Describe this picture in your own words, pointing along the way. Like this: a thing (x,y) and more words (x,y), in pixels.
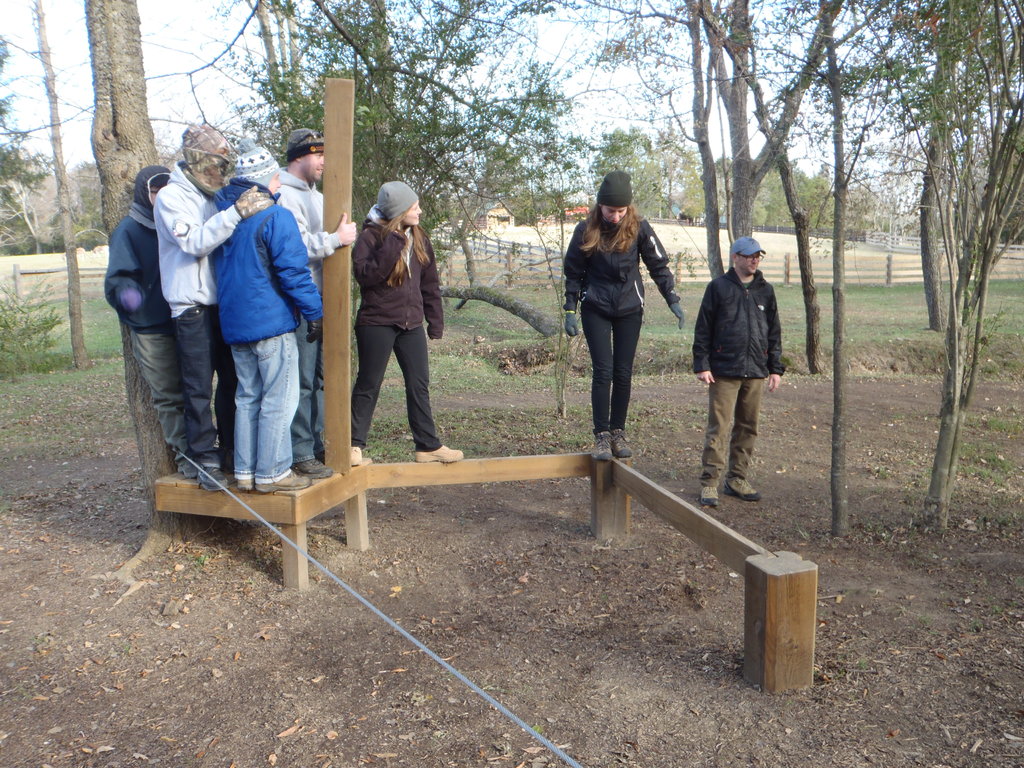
In this image, we can see people (429,307) wearing clothes (620,296). There is a wooden stand (786,588) in the middle of the image (347,362). In the background (843,94), we can see some trees (466,88) and fence (909,238).
